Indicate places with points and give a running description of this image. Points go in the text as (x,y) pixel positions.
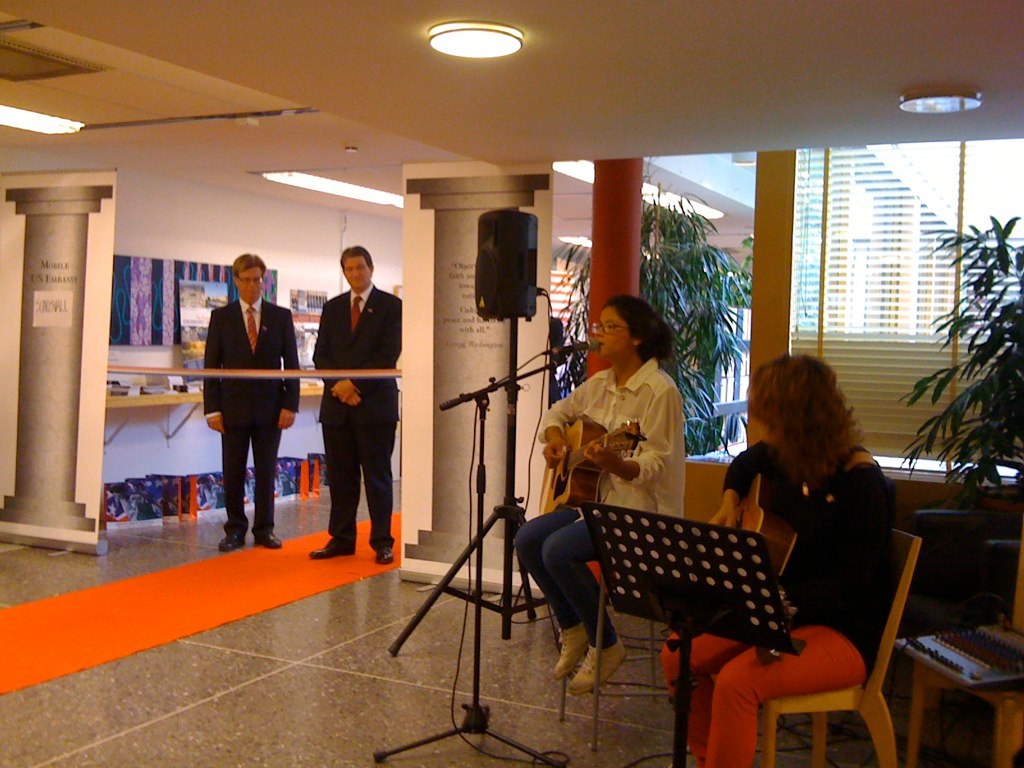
In this image i can see 2 women (636,394) sitting and holding a musical instrument (738,525) in their hand (600,450), i can see a microphone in front of them. In the background (347,360) i can see 2 men (373,350) standing, a speaker (529,230), few trees (659,289), a window blind (869,296), building (764,195) and the banner (85,323).
